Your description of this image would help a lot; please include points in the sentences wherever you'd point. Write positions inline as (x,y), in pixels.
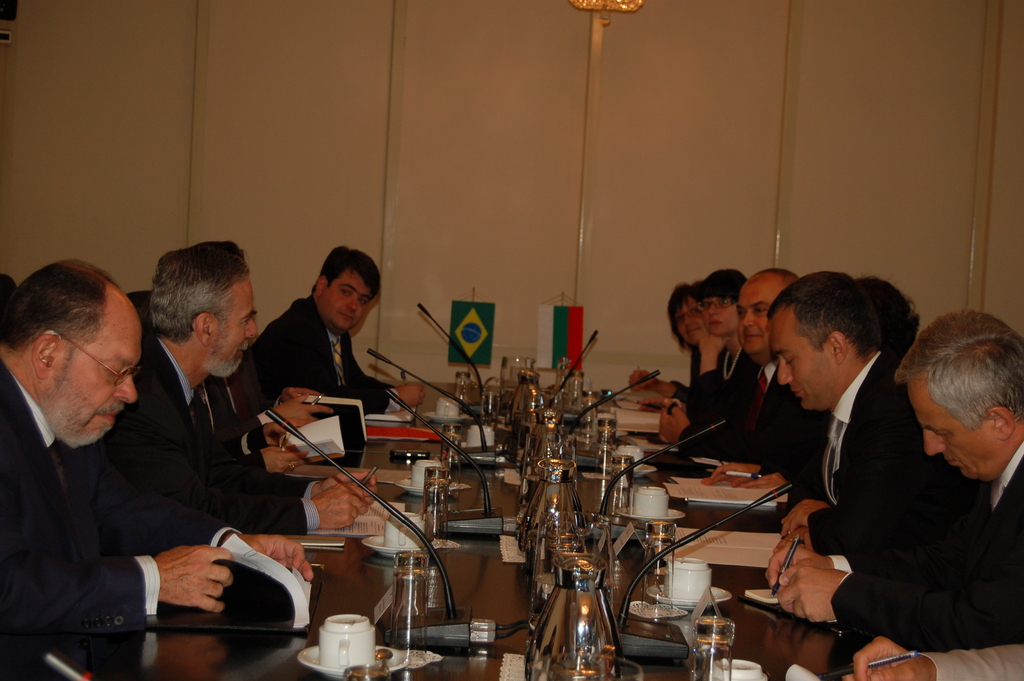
There are few persons (251,490) wearing black suit (767,417) is sitting in chairs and there is a table (479,587) in front of them which has few mics (495,625), cups (413,542) and some other objects (528,540) on it.
